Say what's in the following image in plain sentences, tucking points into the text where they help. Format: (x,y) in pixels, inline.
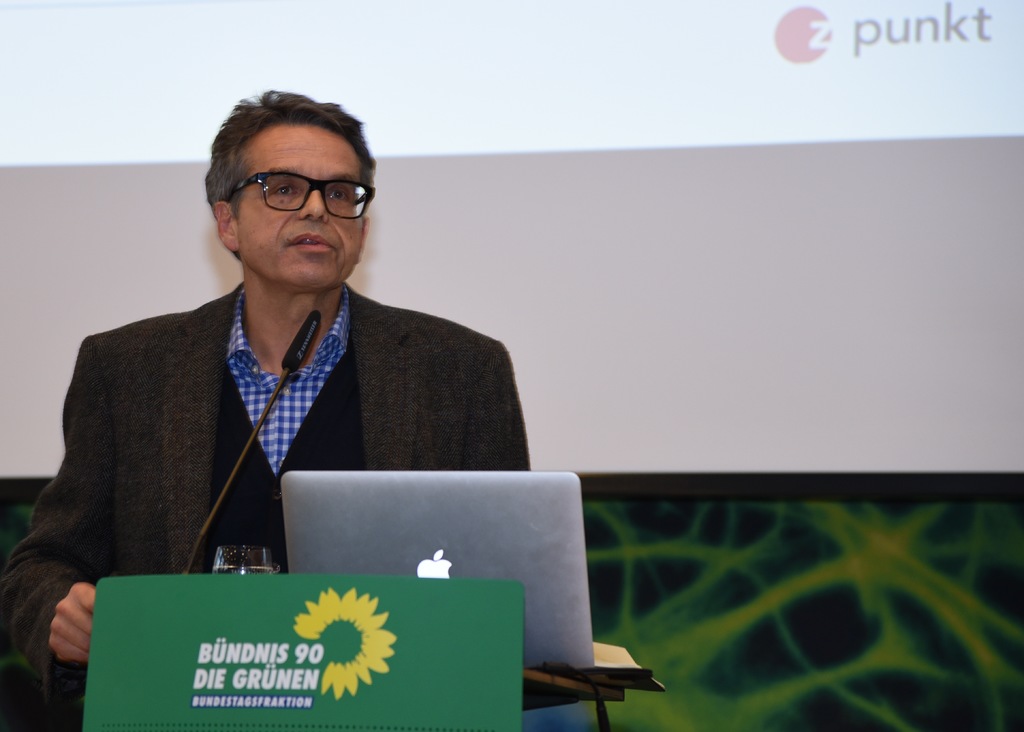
In this image we can see person (156,461) standing at a desk (475,597). On the desk (439,588) there is a laptop (444,543), tumbler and mic (213,514). In the background (836,188) there is a screen (761,124) and wall (763,613).
